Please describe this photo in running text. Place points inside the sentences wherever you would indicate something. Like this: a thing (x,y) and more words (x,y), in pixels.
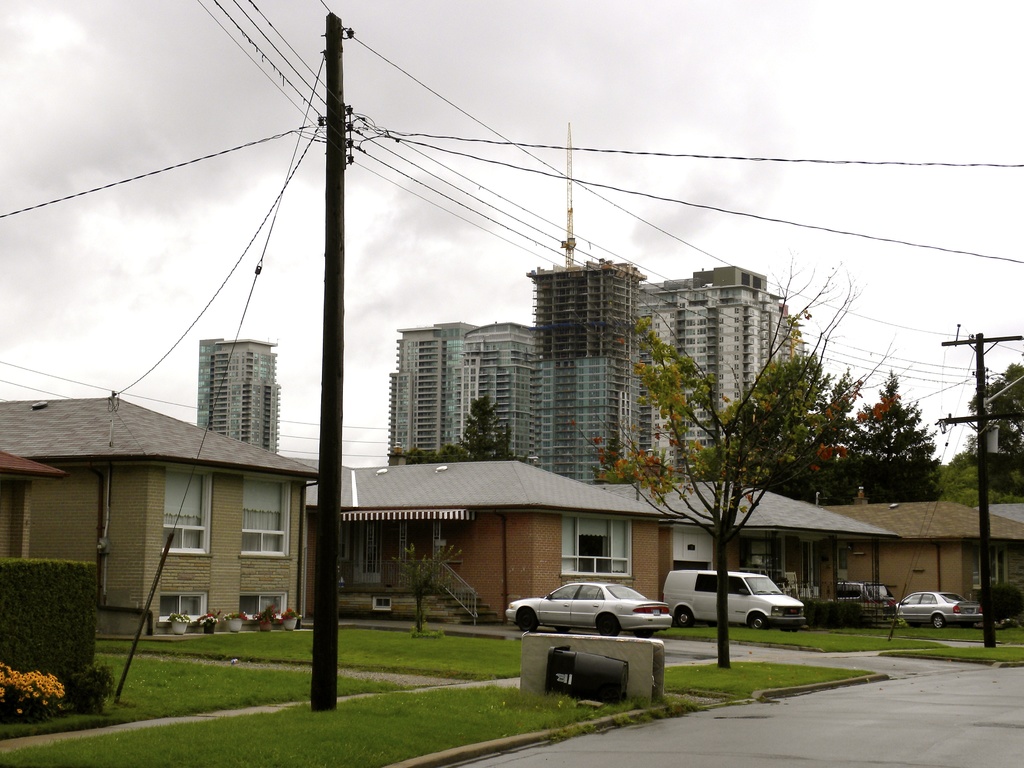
In this image I can see few houses (243,532) which are in brown color. And I can see the stairs (447,583) and few vehicles (675,598) in-front of the house (903,577). There are also few trees (727,613) and current poles (335,404) in-front of the house (620,565). In the back (441,356) I can see few more buildings (593,378), clouds (397,148) and the sky (310,194).
